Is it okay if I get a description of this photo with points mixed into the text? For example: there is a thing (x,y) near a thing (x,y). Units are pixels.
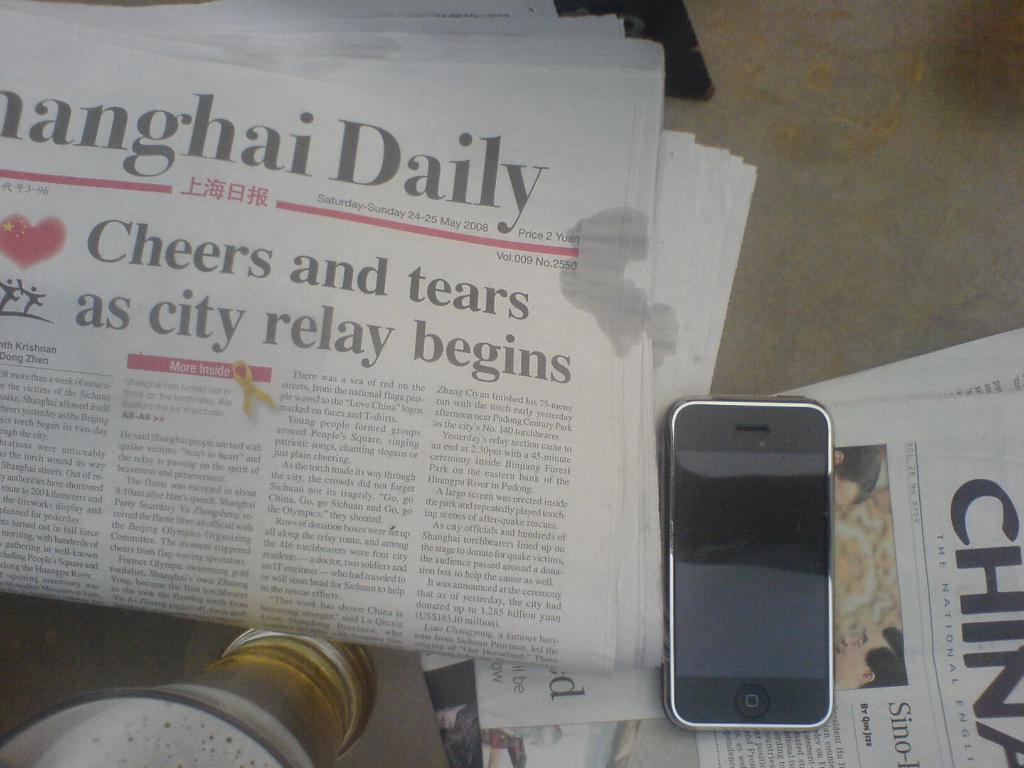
This image is taken indoors. In this image there is a table (882,178) with a few newspapers (577,666), a mobile phone (737,501) and a glass (237,701) with beer (174,722) on it.
